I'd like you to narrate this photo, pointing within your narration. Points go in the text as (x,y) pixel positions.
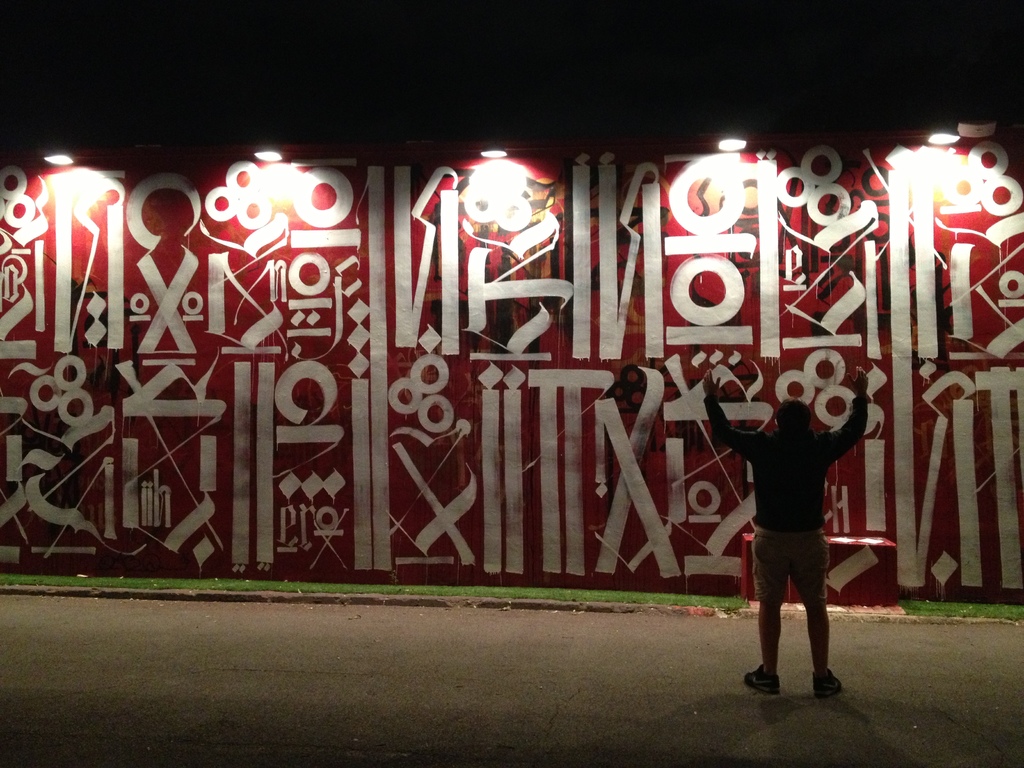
In this image we can see a painting (487,349) on the wall (385,336). There is an object (867,556) on the ground (172,591). There is a grassy land (187,586) in the image. There is a person (805,570) in the image. There are few lights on the image.
